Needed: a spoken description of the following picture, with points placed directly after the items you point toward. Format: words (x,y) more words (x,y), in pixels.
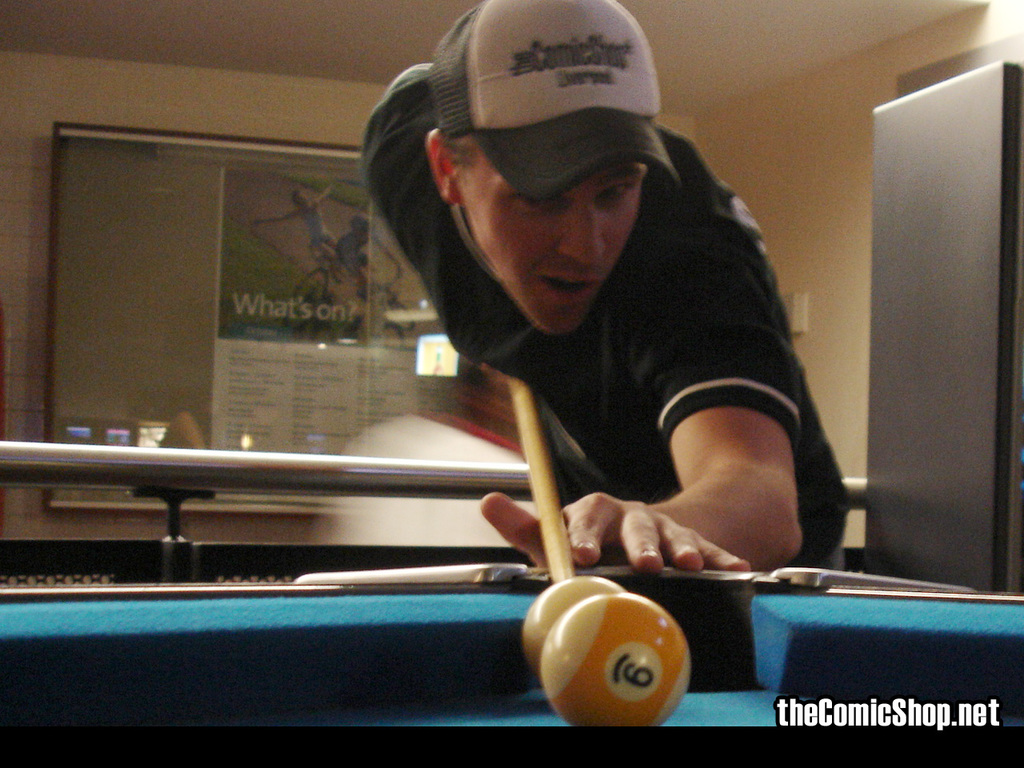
In this image there is one person (603,494) who is holding a stick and playing pool, in the background (153,230) there is a wall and some board (178,341). On the top (331,43) there is ceiling (665,24).
